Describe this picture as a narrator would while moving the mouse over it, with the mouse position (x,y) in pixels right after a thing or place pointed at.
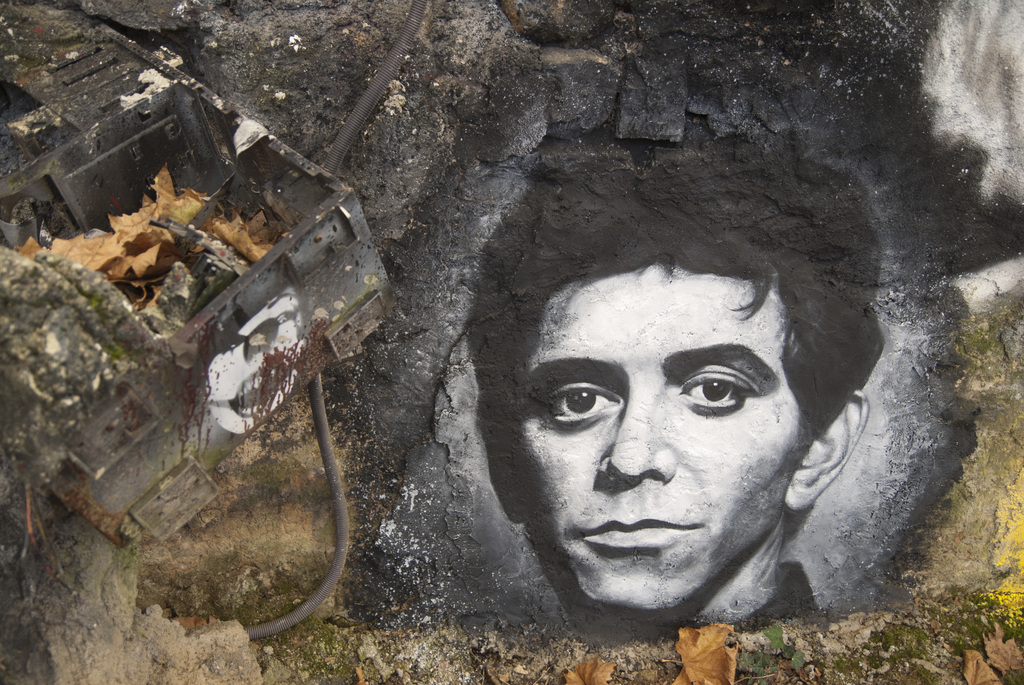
In this picture I can observe a painting (679,386) of the face (731,405) of a person (594,421) on the rock (414,365). On the left side (163,130) I can observe a box (149,456). There are some dried leaves (148,242) in the box (144,159).
